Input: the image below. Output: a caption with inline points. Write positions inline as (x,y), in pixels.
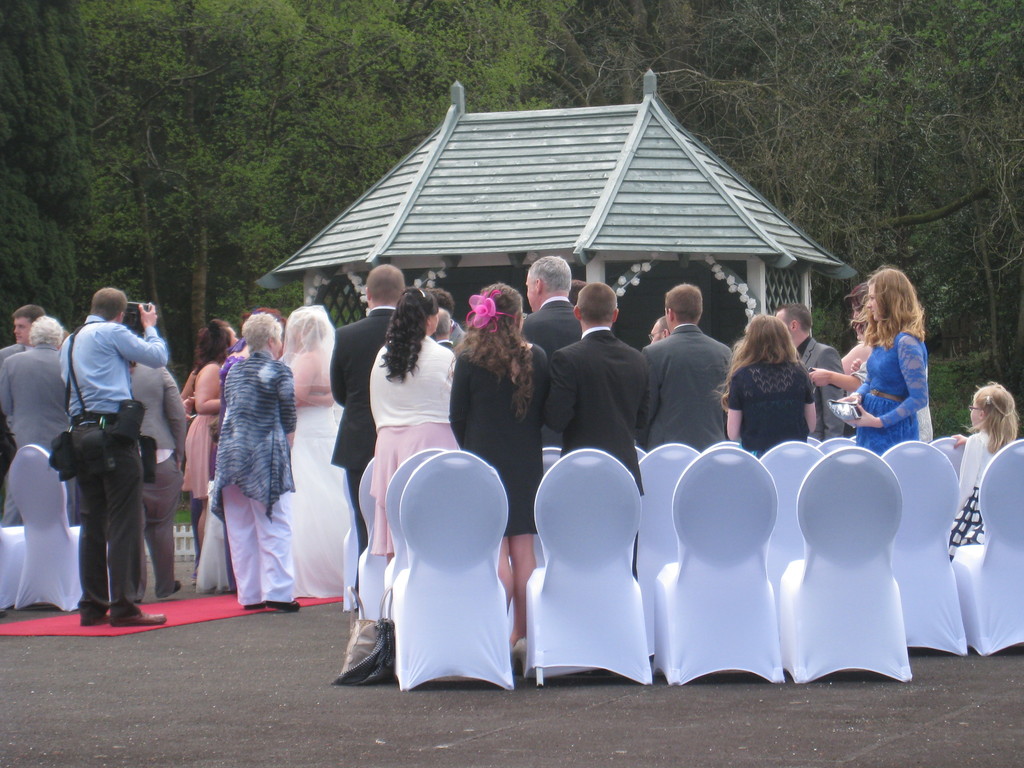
In this image there are people (971,457) standing on the road (285,725). There are chairs (640,616). There is a mat (321,598) on the floor (185,668). In the center of the image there is a house (784,286). In the background of the image (410,48) there are trees (480,37).
